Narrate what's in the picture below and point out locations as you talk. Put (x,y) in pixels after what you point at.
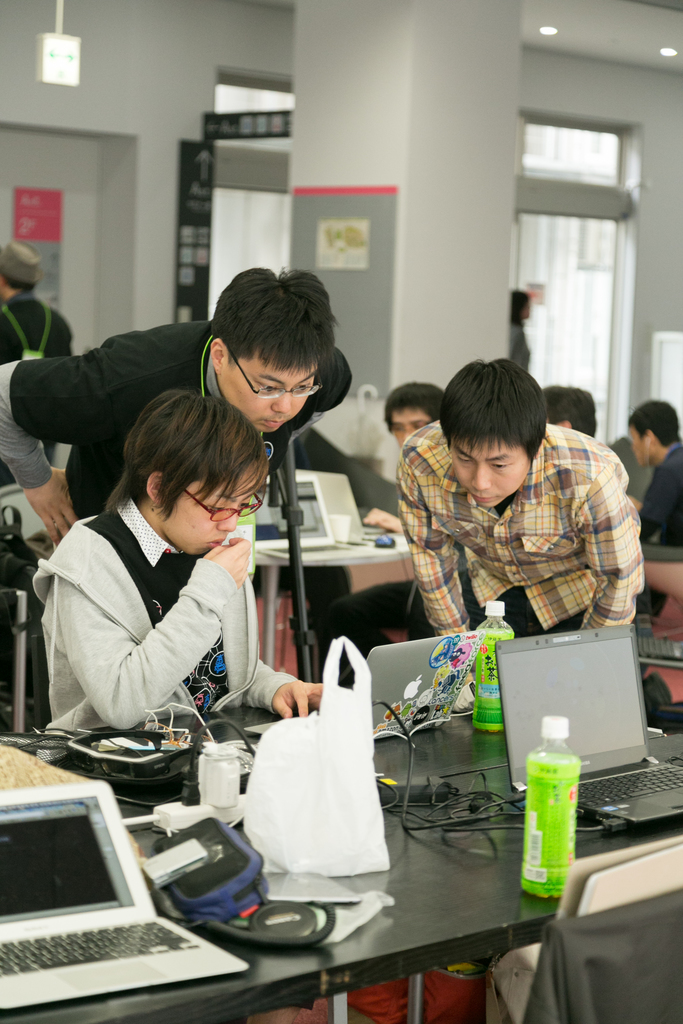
A person (209,481) is sitting and working in the laptop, behind him there is a man (232,362) who is standing and looking into this. He wore a black color t-shirt (135,390), in the right side (488,551) a man (504,442) is standing.
